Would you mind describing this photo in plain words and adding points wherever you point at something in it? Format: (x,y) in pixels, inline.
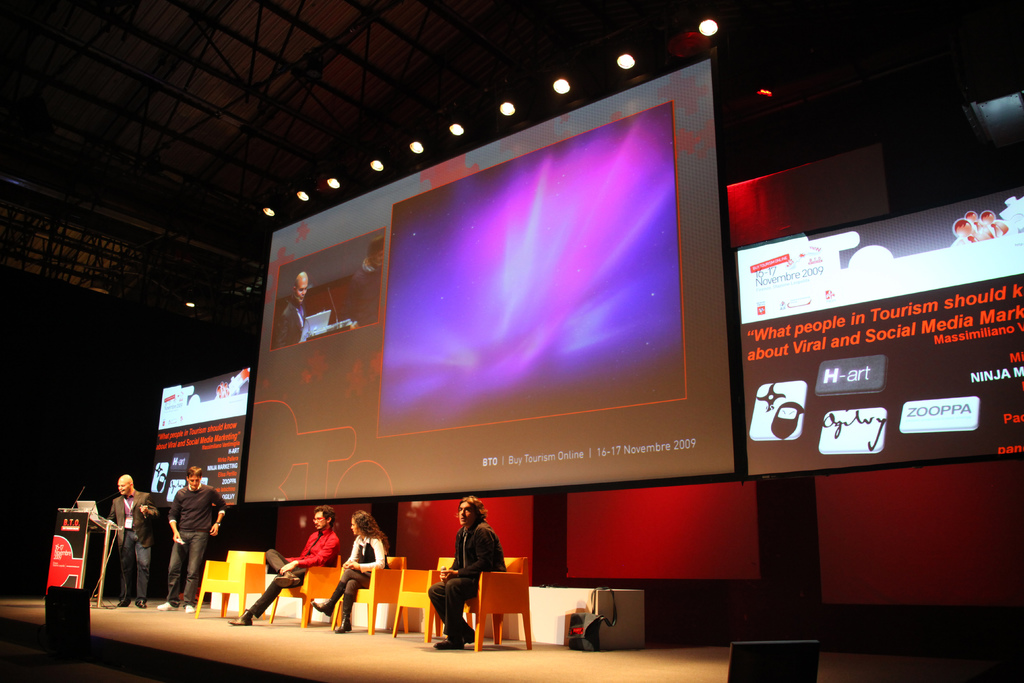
In this image I can see the stage (572,669), few persons (448,584) sitting on chairs (402,577), few persons (139,528) standing, podiums (74,542) and microphones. I can see three huge screens (597,116) and few lights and few metal rods (365,118) to the ceiling (340,74).
